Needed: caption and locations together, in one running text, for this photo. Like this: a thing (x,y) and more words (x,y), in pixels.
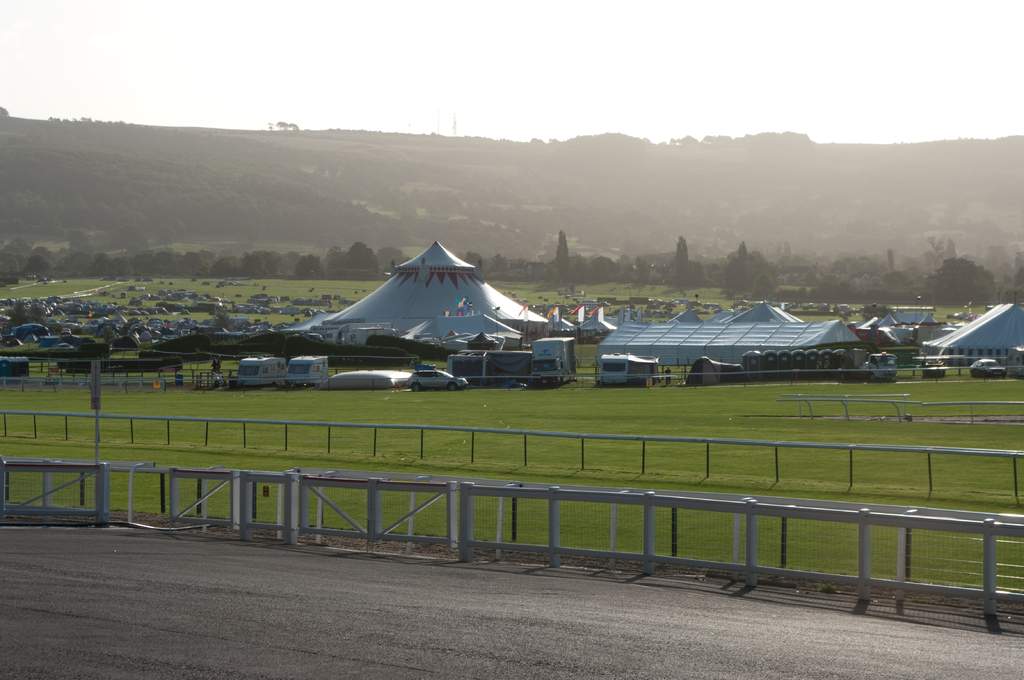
These are the tents (608,327). I can see few vehicles (320,378), which are parked. I think this is a fence (364,506). Here is the grass (571,428). I can see the houses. These are the trees (996,293). This looks like a hill (647,167). This is the sky (409,72). At the bottom of the image (81,594), I can see the road (237,624).
